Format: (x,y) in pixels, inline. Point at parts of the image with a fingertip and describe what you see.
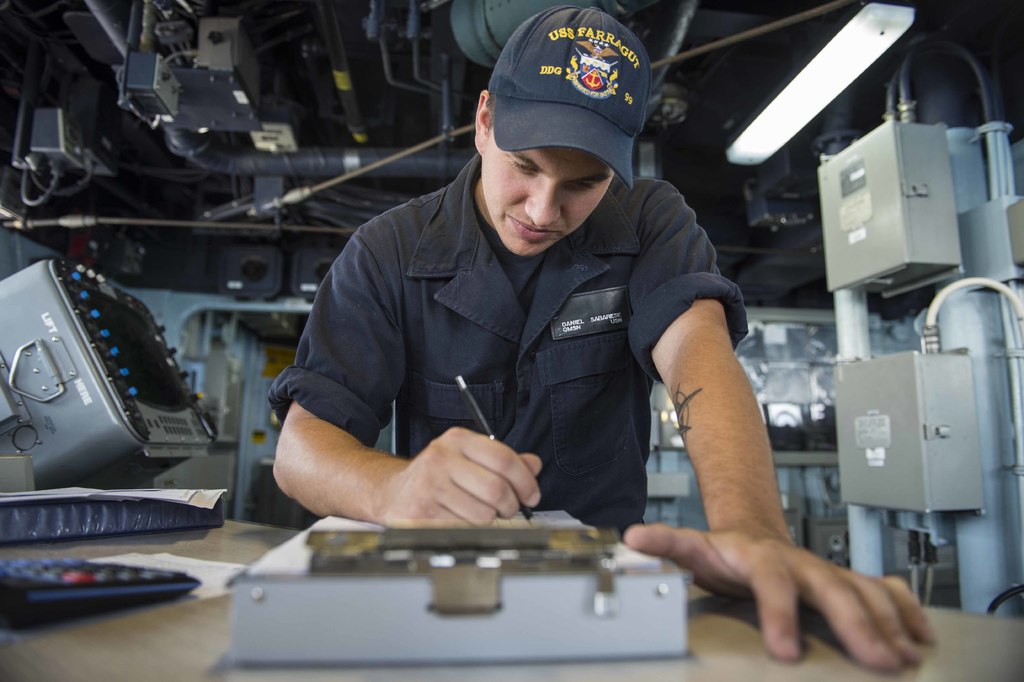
In this image I see a man (494,260) who is holding a pen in his hand (486,457) and I see that he is wearing a black color shirt (565,297) and I see something is written over here and I see that he is wearing black color cap (591,77) on which there is something written over here too and I see the logo (587,81) and I see lot of equipment (167,390) in the background (789,267) and I see the light (791,134) over here.
